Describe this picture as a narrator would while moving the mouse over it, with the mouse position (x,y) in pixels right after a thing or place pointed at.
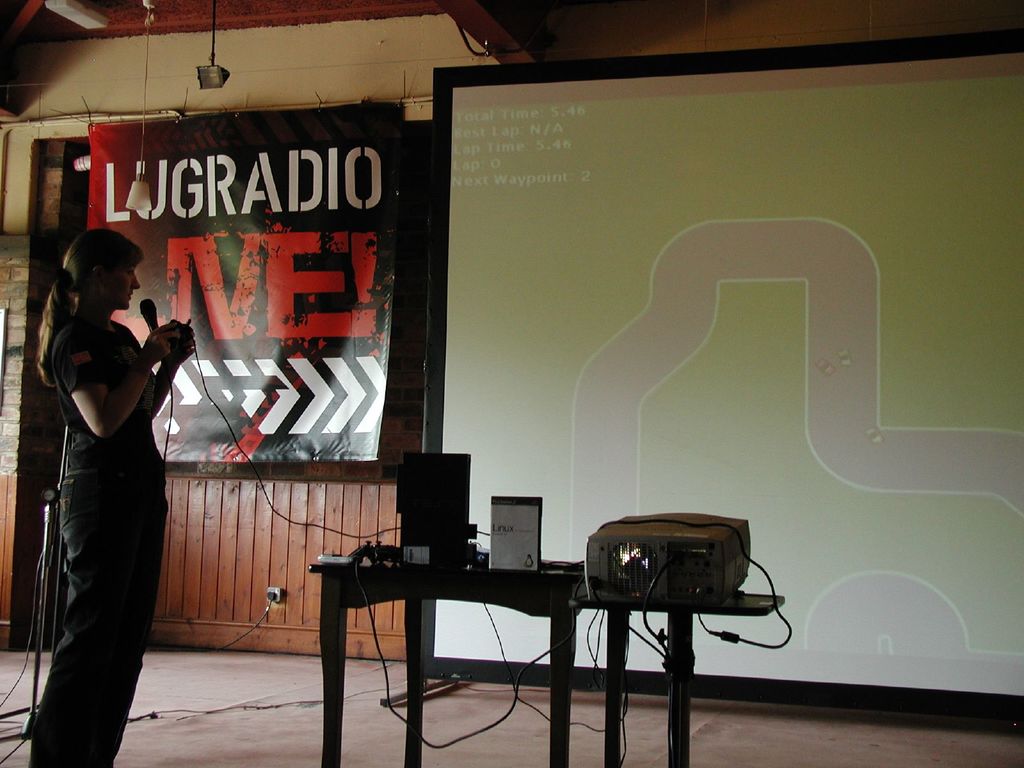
In this picture there is a woman (129,461) standing she is holding a microphone (153,318) in her hand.
